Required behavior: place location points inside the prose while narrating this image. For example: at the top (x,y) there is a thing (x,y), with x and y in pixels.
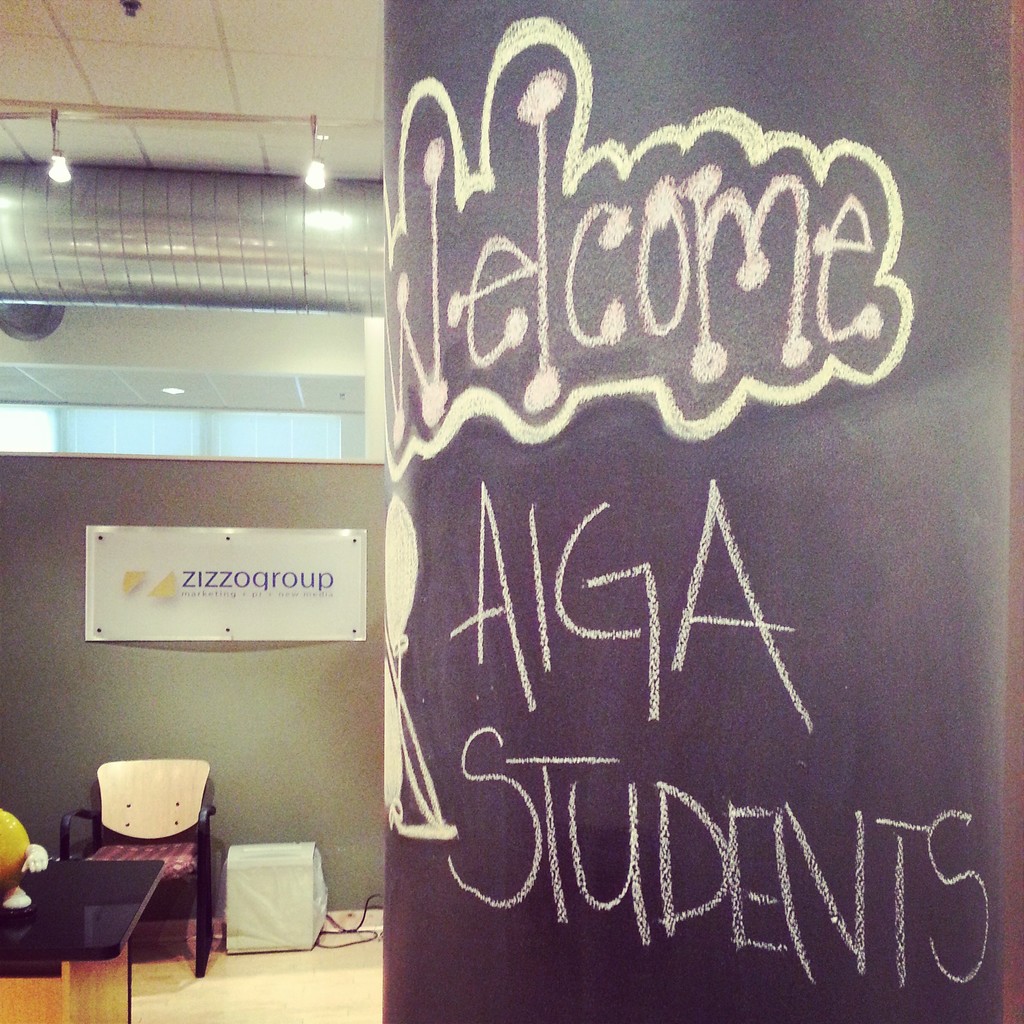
In this picture we can see a table (89,881) and a chair (159,826) at the left bottom (171,818), on the right side (686,386) we can see handwritten text (477,272), in the background (350,598) there is a board (246,597), we can see lights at the top of the picture (317,124).
